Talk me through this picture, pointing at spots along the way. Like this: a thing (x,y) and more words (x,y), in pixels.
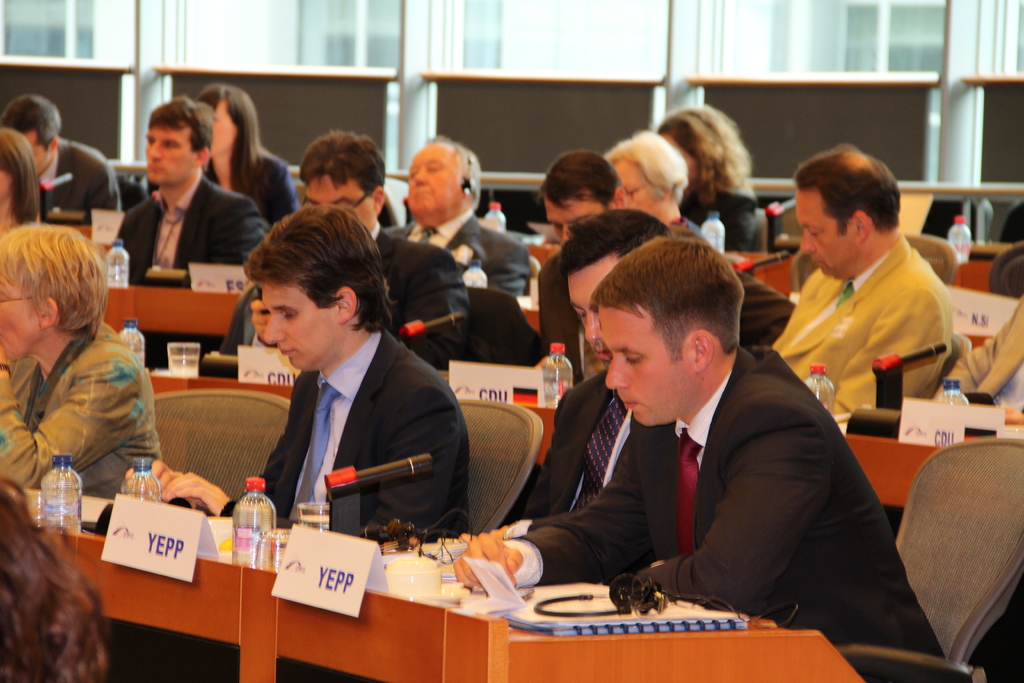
There are so many people (197,478) sitting on chairs (238,498) in front of table (159,580) with water bottles (256,503) and microphones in front of them.
